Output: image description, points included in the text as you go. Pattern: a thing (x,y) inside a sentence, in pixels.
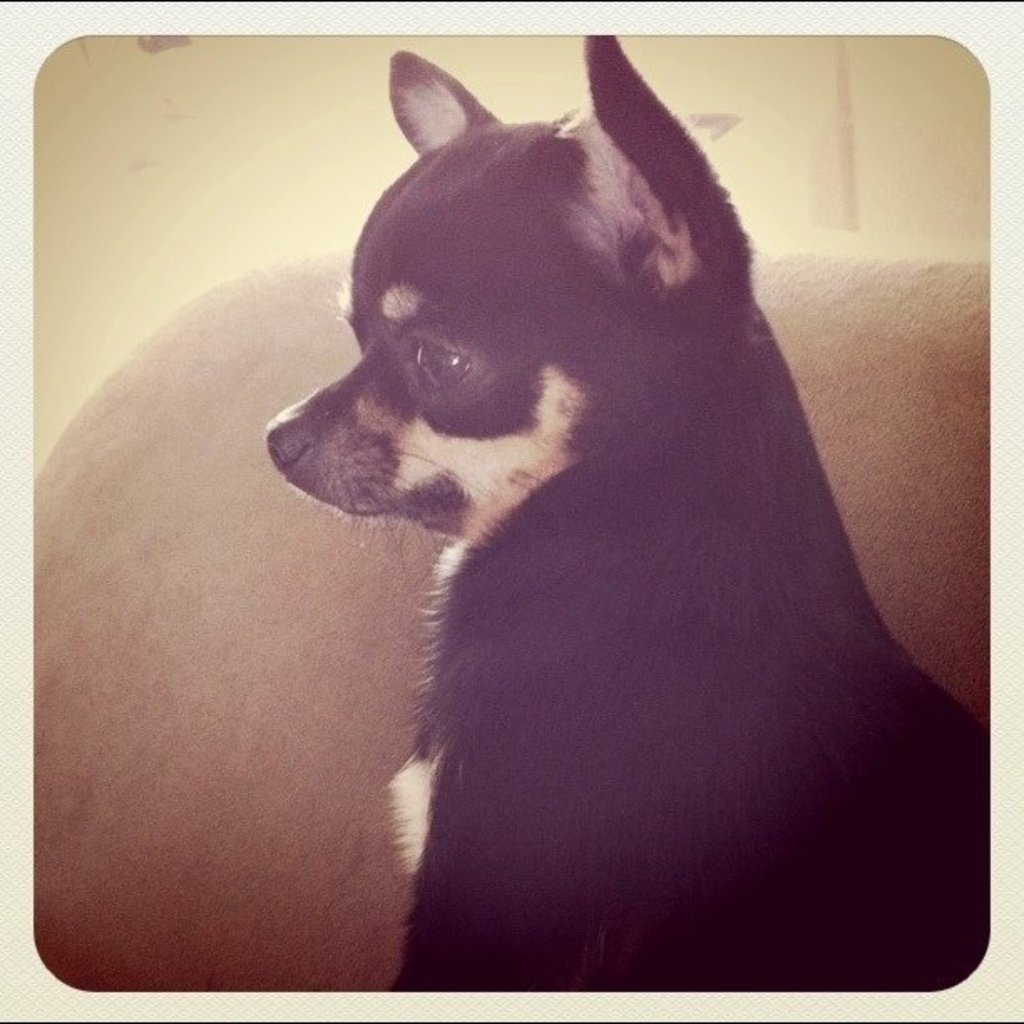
In the picture we can see a dog (556,278) which is black in color with some white color near its face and in the background (932,452), we can see a brown color substance (283,798) behind we can see a wall (64,313).
